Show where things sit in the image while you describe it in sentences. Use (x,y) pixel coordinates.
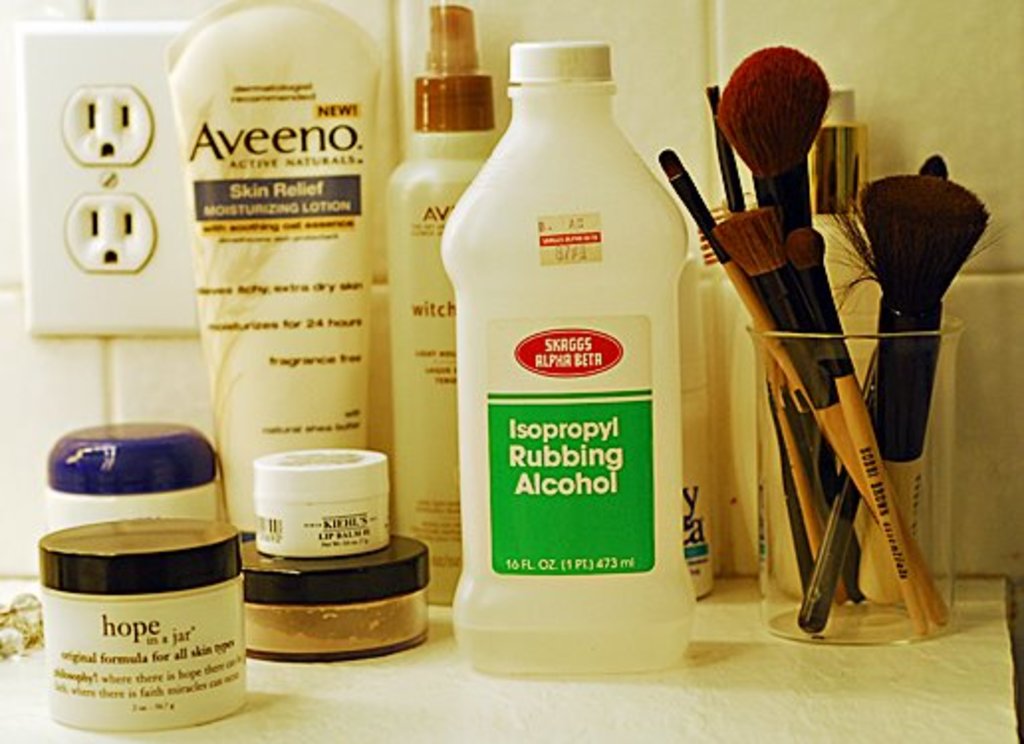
In this image we can see some soap products (432,347), lotions (310,400) and some makeup powders (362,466), brushes (810,408) which are on the table (252,661).
